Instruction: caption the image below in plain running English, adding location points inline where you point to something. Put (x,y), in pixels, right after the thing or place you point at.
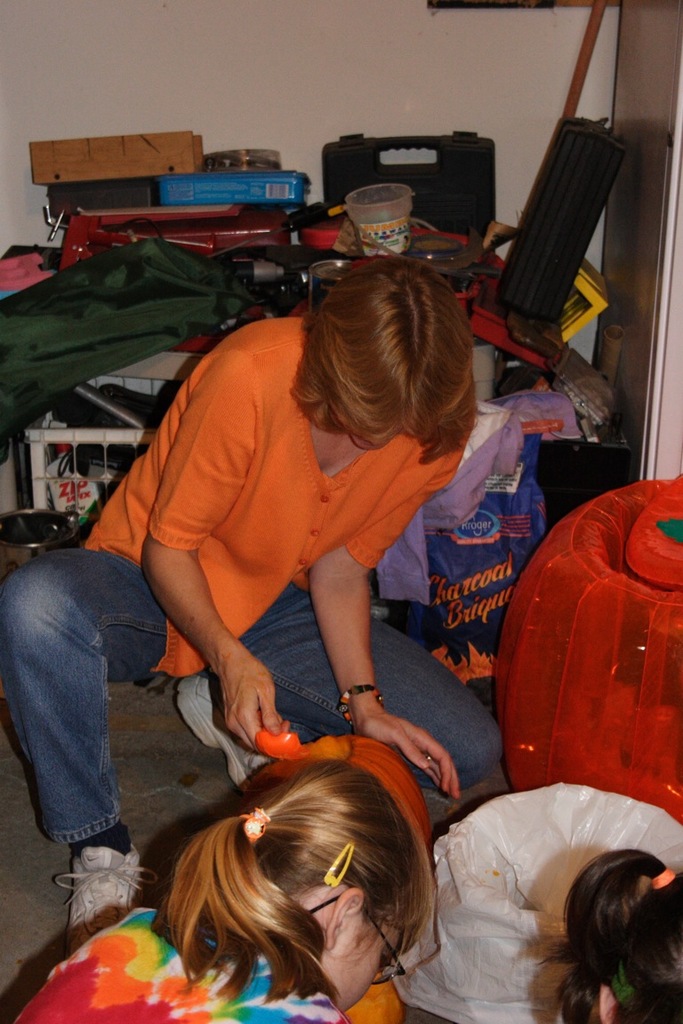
In this image we can see a woman (190,660) is sitting, she is wearing the orange color t-shirt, beside here are the two persons (190,993) sitting, at the back (99,443) here are some objects (109,439) on the ground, here is the wall (287,114).
